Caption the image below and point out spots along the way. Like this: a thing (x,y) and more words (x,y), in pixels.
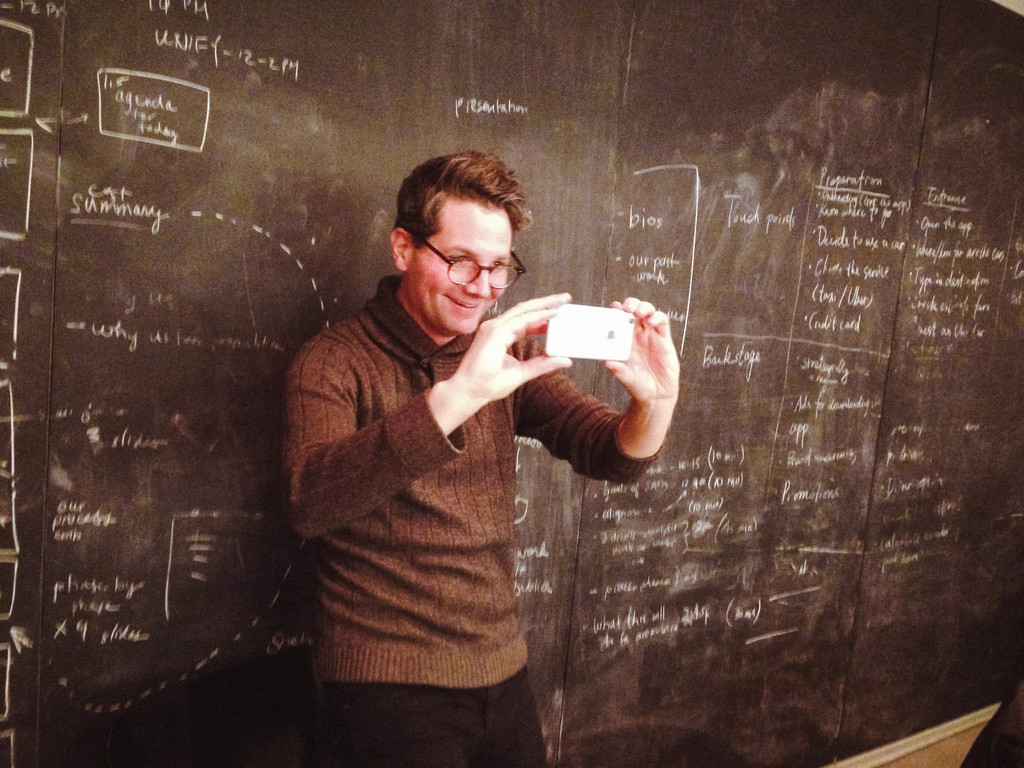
In this image, we can see a person (449,441) in front of the board (167,430) holding a phone (586,344) with his hands (489,373). This person (561,391) is wearing clothes (399,477) and spectacles (466,278).
